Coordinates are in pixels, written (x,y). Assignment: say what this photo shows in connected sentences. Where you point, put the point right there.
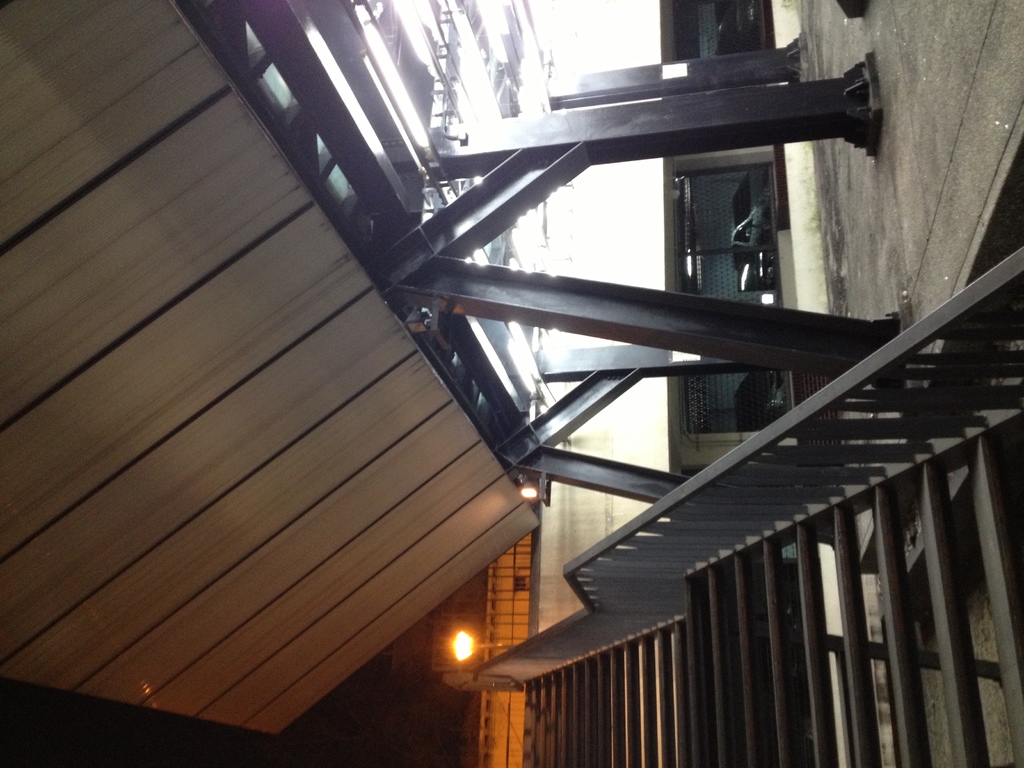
In the bottom right corner of the image (750,593) there are steps (1001,525) with railings (998,434). And on the right side of the image (707,137) on the floor (938,131) there are pillars (755,73). Behind them there are cars (730,39) inside the buildings (603,28). On the left side of the image (284,76) there are lights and also there is ceiling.
